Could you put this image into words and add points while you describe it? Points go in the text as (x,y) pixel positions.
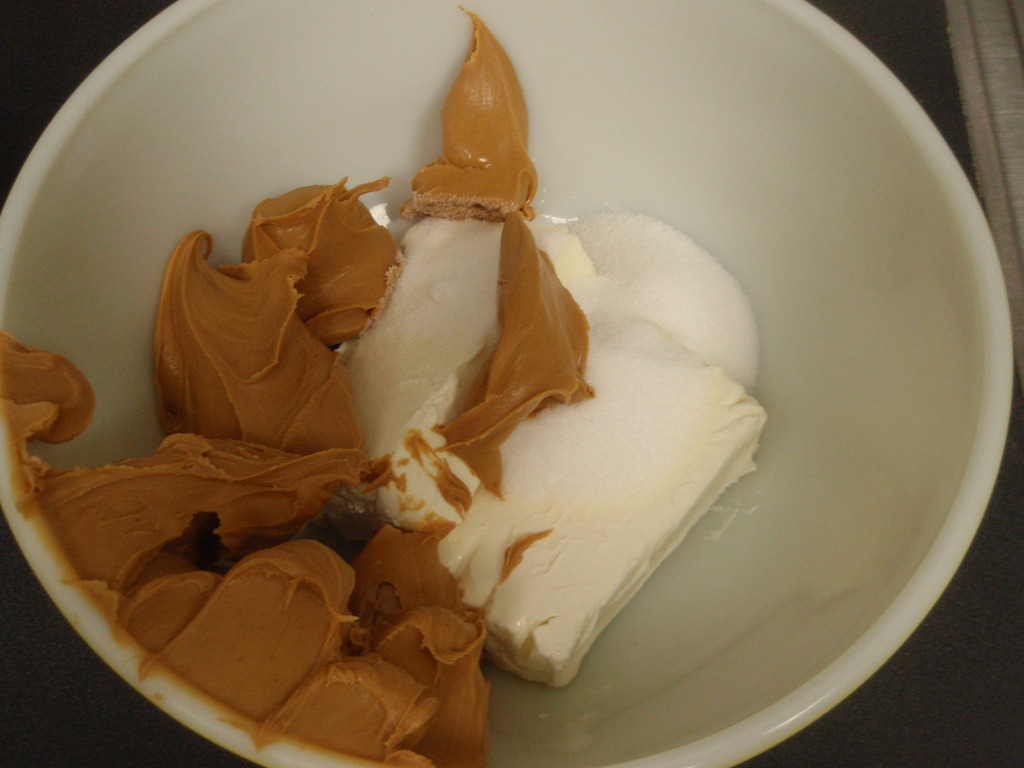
This is the picture of a bowl (586,690) in which there is some peanut butter (426,519) and some other cream (411,410) in it.
